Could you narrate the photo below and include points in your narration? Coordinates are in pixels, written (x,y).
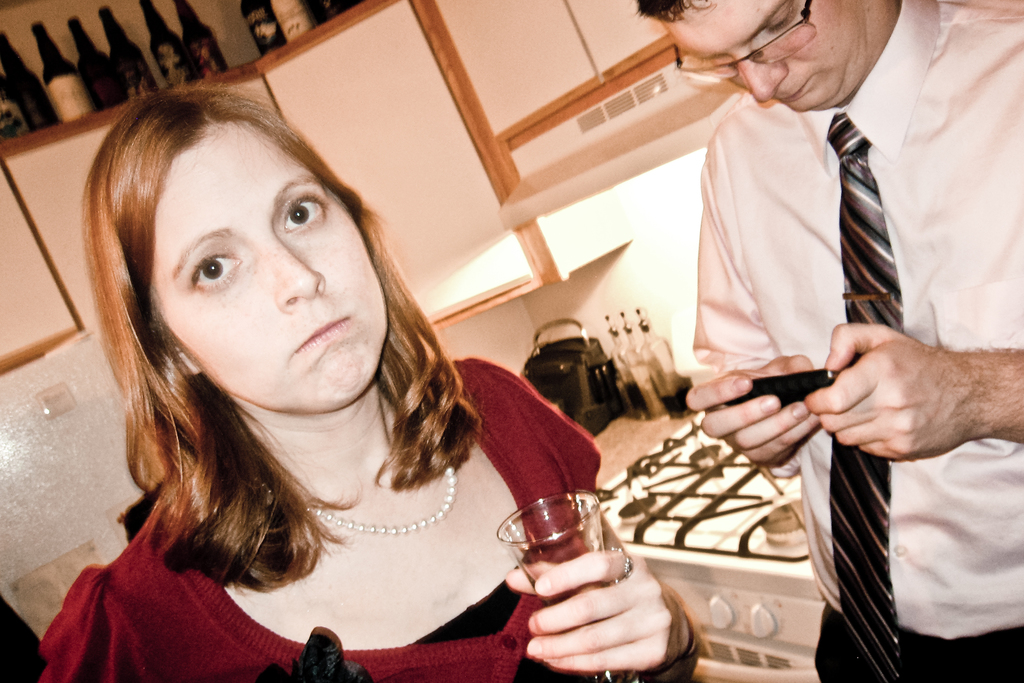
In this image I can see two persons (978,383), the person (540,430) in front (210,505) is wearing black and red color dress (512,438) and holding a glass (554,586) and the other person (936,421) is wearing white shirt (934,191), brown tie (876,223) and holding a mobile (789,391). Background (695,511) I can see a stove (709,510) and few bottles (339,4) on the cupboard (344,69).
